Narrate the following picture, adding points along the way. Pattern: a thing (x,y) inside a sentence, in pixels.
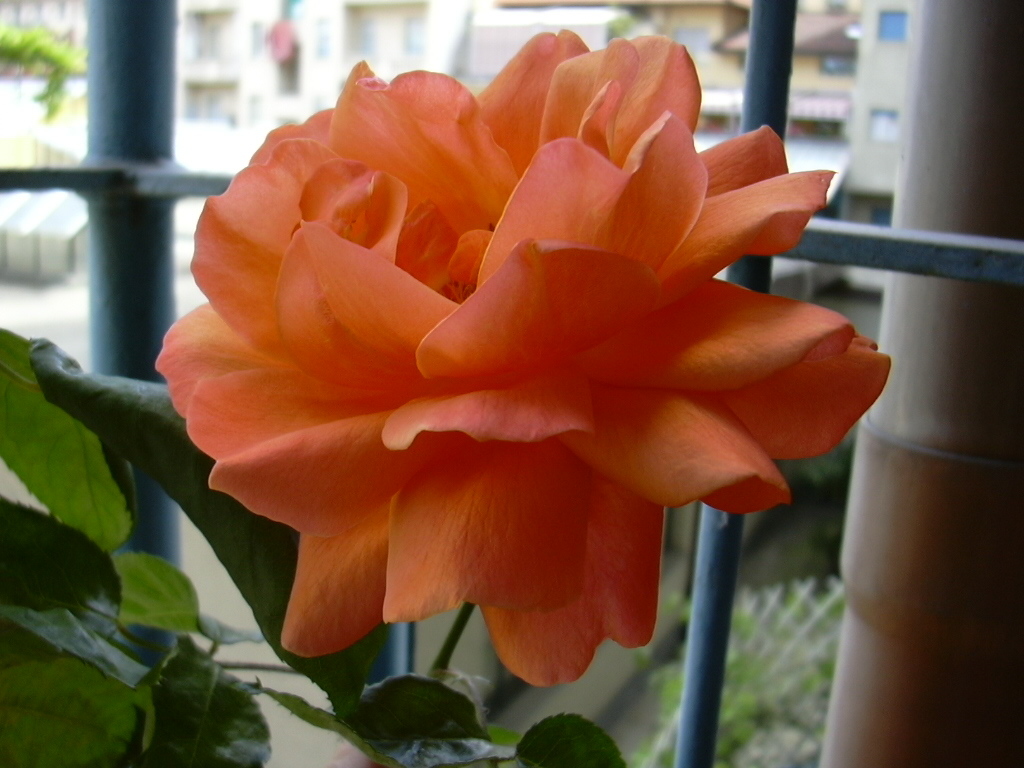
In this image I can see an orange colour flower (515,231) and few green colour leaves (99,426) in the front (17,343). In the background (164,102) I can see iron bars (139,93), plants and number of buildings (476,84). I can also see this image is little bit blurry in the background (510,32).
